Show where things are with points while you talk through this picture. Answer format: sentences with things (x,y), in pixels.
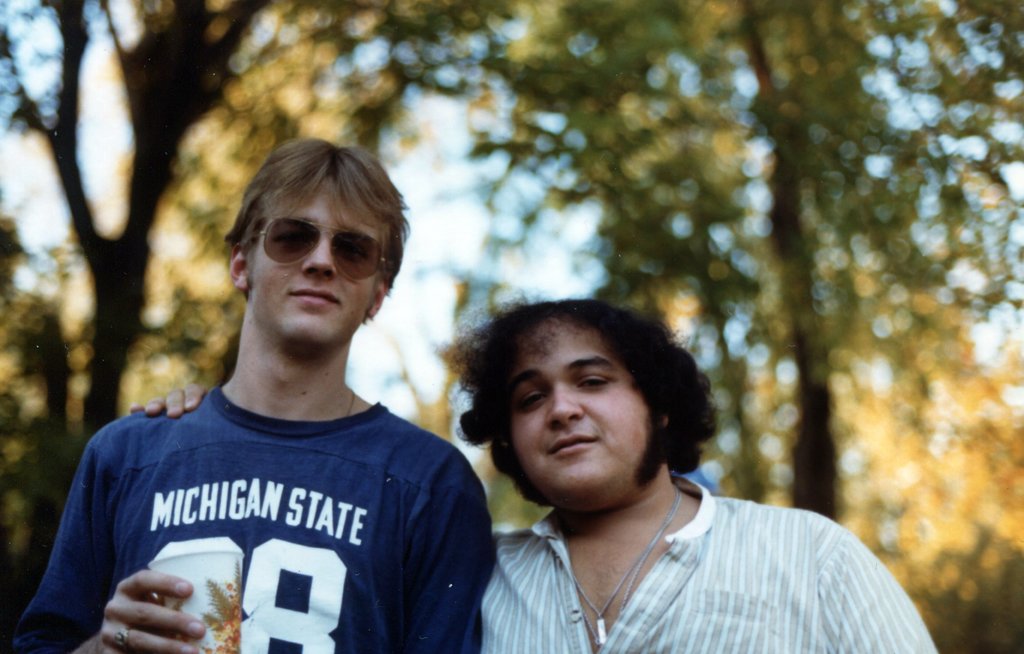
In this image in the front (360,440) there are persons (380,479) standing and smiling. In the background (210,161) there are trees (641,260) and the person (306,518) standing in the front (307,504) on the left side (198,607) is holding glass (198,620) in his hand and there is some text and number (314,569) written on the t-shirt (273,558) of the person (202,479) which he is wearing.
